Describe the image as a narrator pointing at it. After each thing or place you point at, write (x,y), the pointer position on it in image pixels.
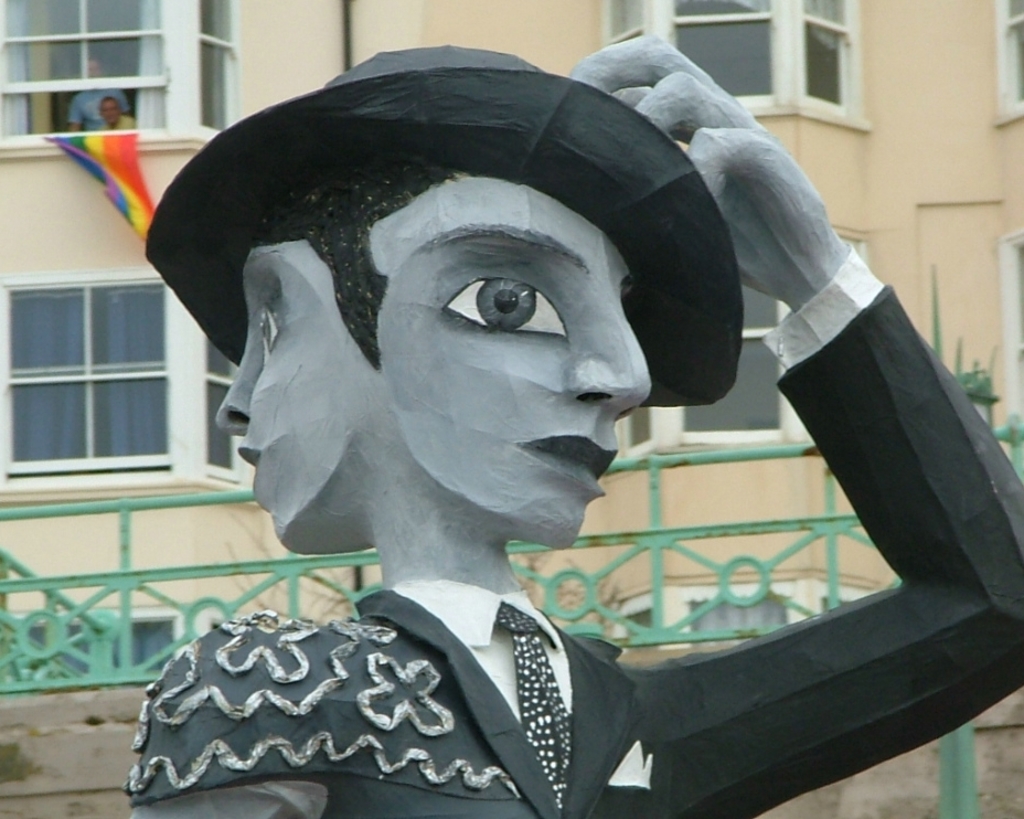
In this image we can see a statue (362,366) which is in black and white is having two faces (447,180), tie (535,661), hat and blazer (260,720). In the background (771,535), we can see the fence (28,660), wall (84,522), we can see two persons (95,112) through the window (31,52) and the building (874,54).
